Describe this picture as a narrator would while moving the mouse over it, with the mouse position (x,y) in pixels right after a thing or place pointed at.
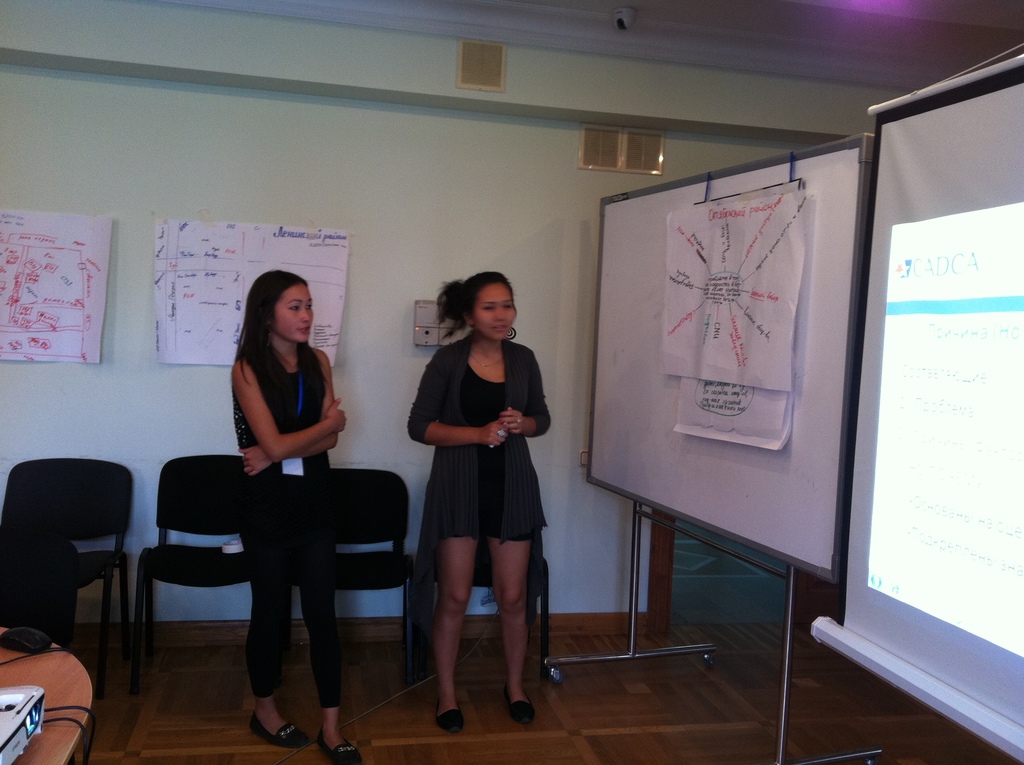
This picture is clicked inside a room (594,684). In middle of this picture (524,421), we see two women (432,503) standing and looking at the board (684,199) beside them on which two white charts (725,345) with some text (723,295) written on it is placed on it. Beside that, we see a projector screen (971,384). Behind them, we see three chairs (347,533) and beside the chair (406,512), we see a white wall (127,371) on which two charts (160,281) with some text (182,280) is pasted on it. On the left bottom of this picture (72,691), we see a table (38,674) on which projector (2,721) is placed on it.
